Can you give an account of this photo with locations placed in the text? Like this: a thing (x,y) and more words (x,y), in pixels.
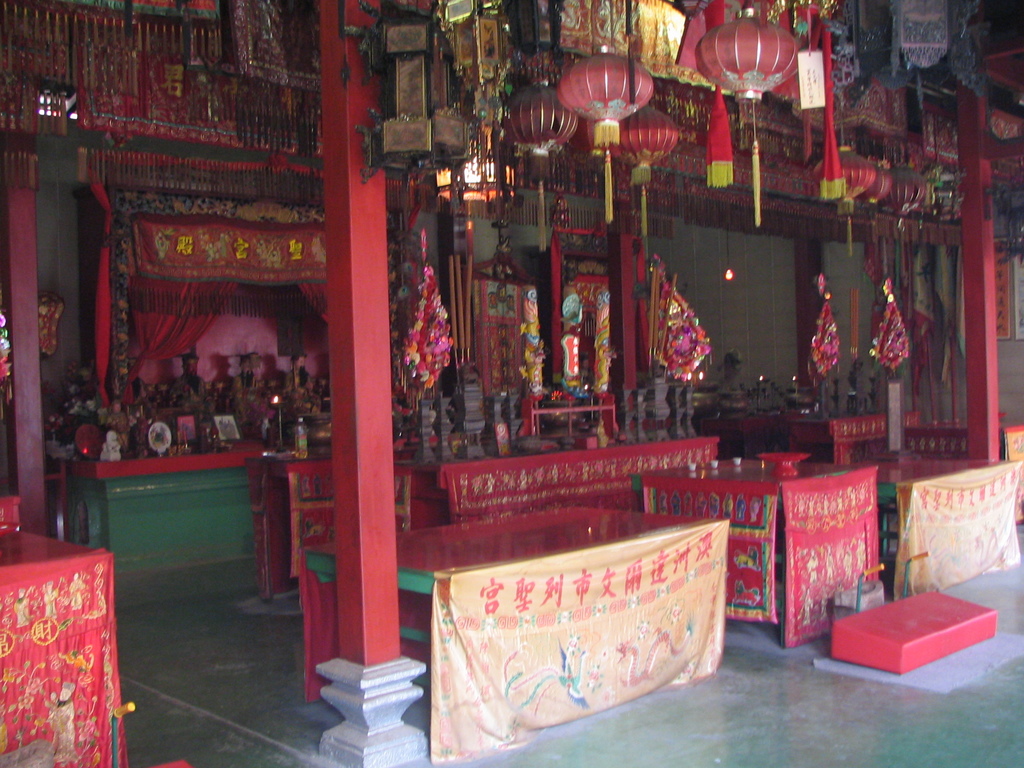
In the foreground of this image (11,606), there are few tables (674,538), pillars (374,367), bouquets (443,357), sculptures (665,414) and few lanterns (625,64) hanging on the top (478,112).
